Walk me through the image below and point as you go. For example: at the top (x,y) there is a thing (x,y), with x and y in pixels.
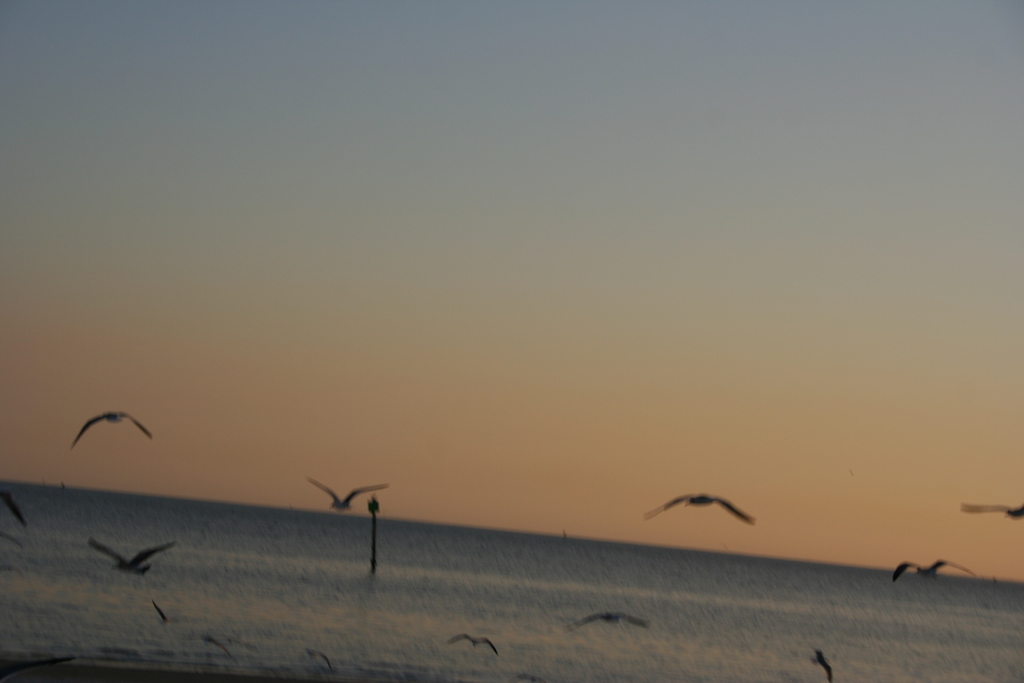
At the bottom of the picture (393,608), we see water (484,608) and this water (563,631) might be in the sea (524,609). We see the birds (469,639) are flying. In the middle of the picture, it looks like a pole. At the top (330,180), we see the sky (426,227).
